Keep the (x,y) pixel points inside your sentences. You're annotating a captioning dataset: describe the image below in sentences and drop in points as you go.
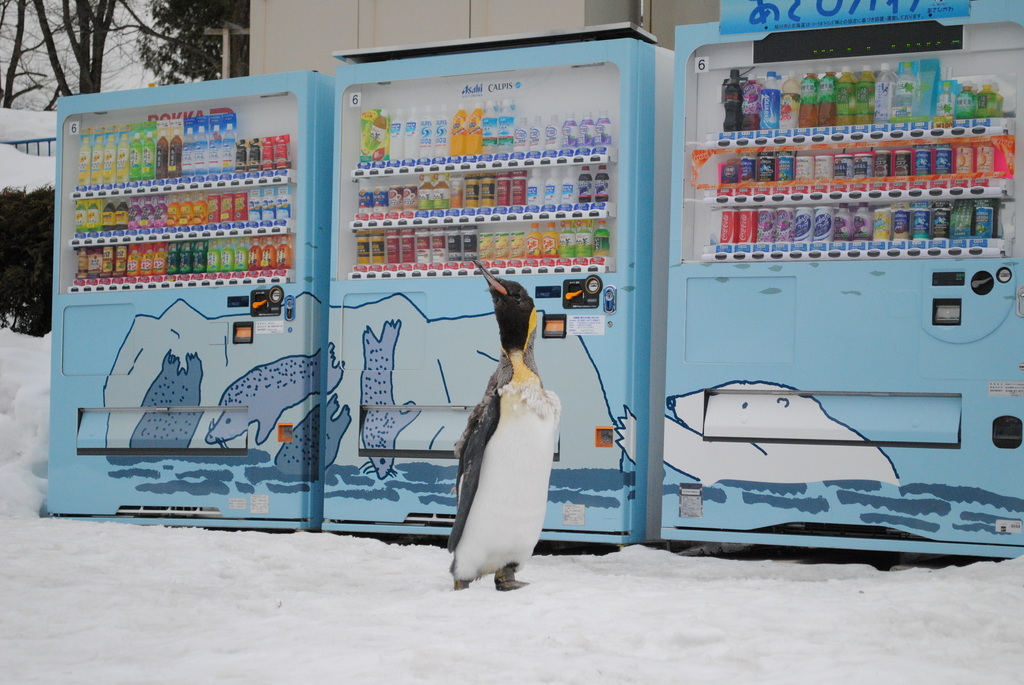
In the foreground of the picture (309,572) there is snow (91,557) and a penguin (496,395). In the center of the picture (415,321) there are vending machines (300,248), in the machines (339,199) there are drinks (494,149). In the background (122,43) there are trees (181,46), building (342,41), plants (28,230), snow (37,121) and railing (56,142).
